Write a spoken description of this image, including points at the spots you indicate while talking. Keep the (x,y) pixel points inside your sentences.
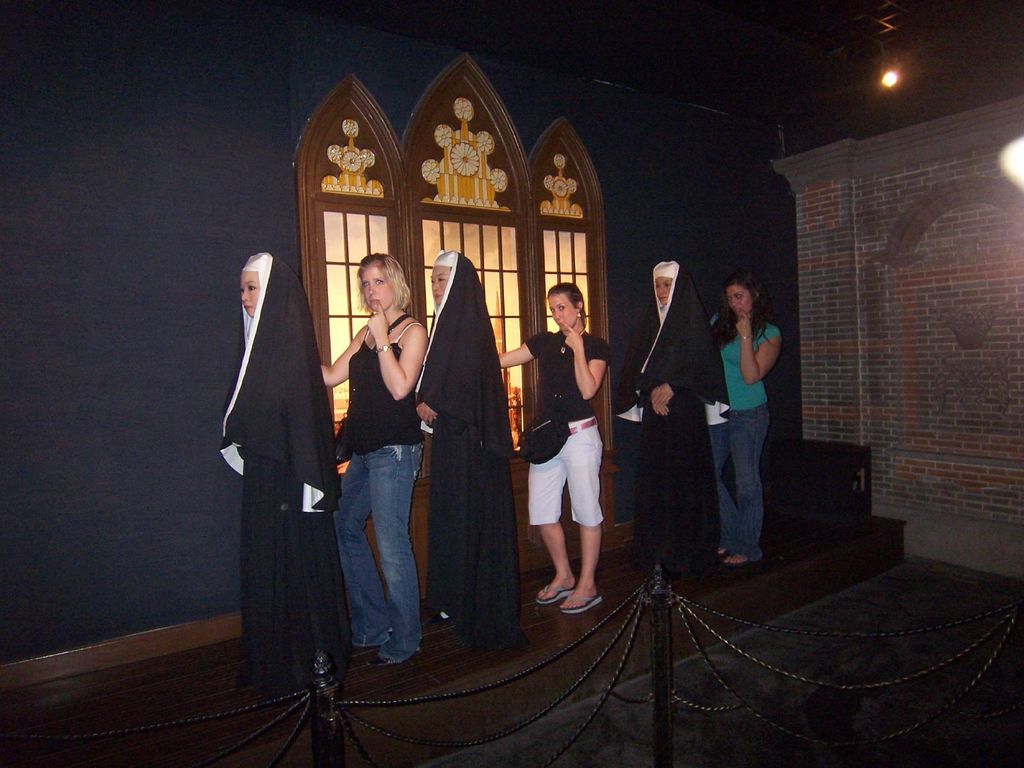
In the foreground of the picture (610,686) there is a railing (655,634). In the center of the picture (393,285) there are women (592,371) and statues (445,353). In the background (461,191) there are windows (449,200). On the right (977,190) there are lights (1008,164) and wall (921,370).
